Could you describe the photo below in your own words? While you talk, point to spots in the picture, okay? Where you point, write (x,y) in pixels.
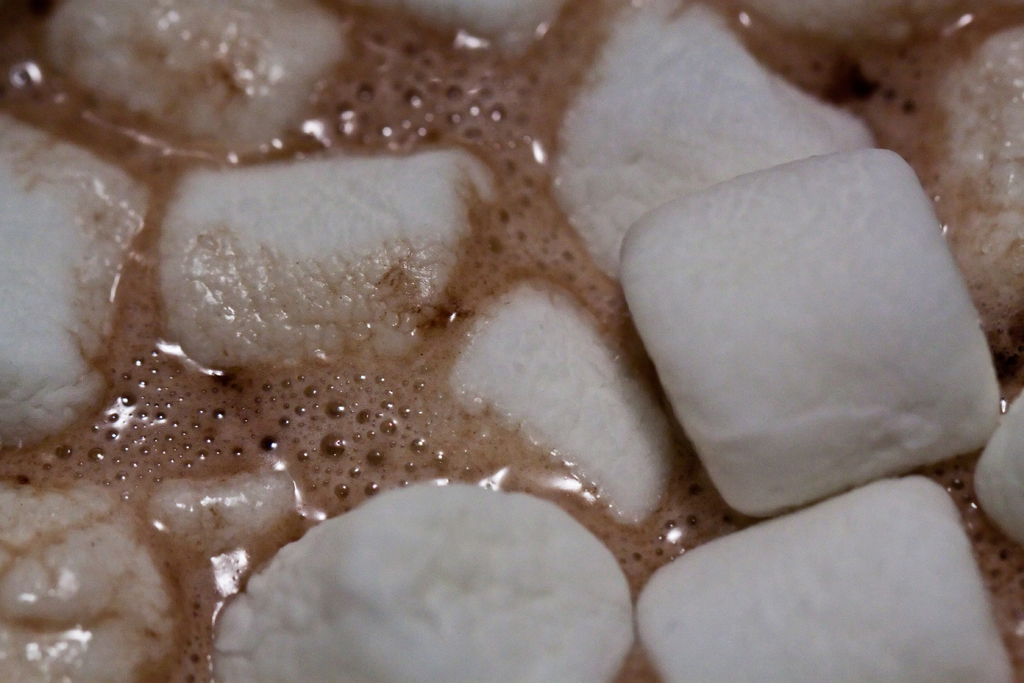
In this picture there is a food (538,188).
